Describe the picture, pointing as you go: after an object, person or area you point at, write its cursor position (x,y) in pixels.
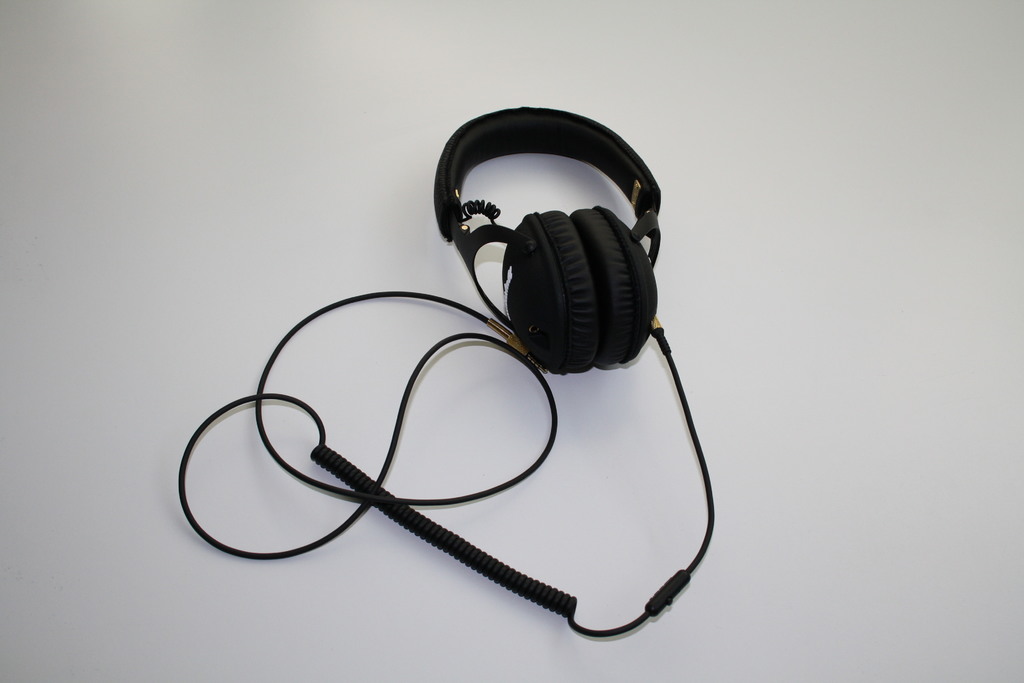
In this image I can see a black color headset (445,228) placed on a white surface (196,192).
